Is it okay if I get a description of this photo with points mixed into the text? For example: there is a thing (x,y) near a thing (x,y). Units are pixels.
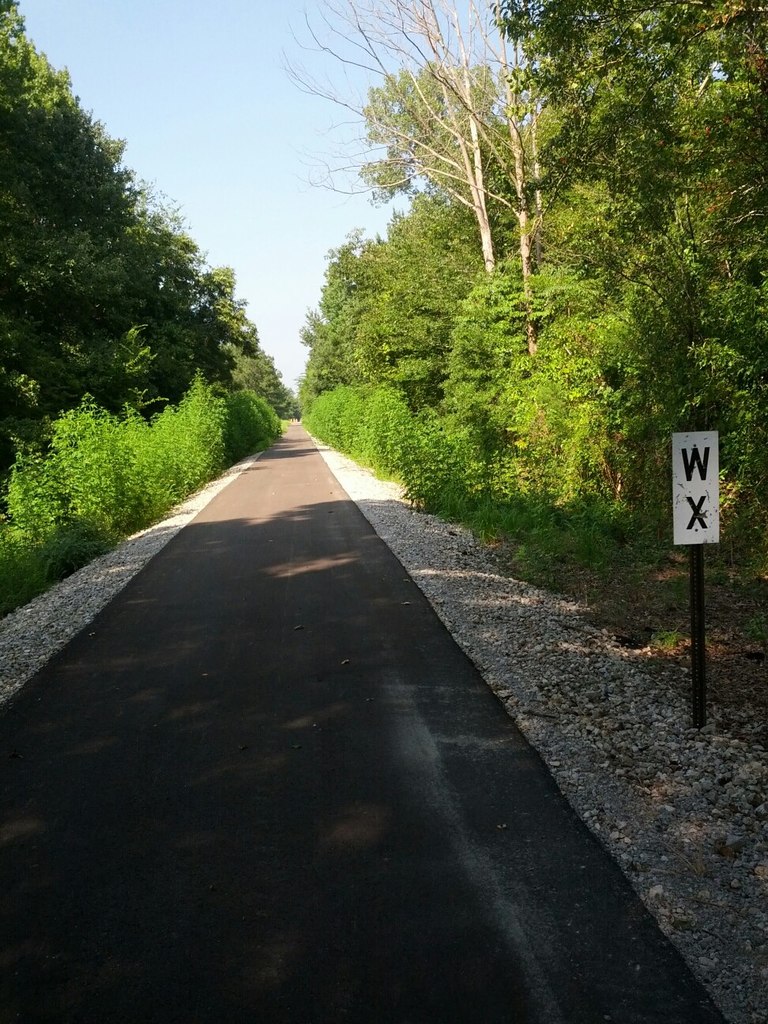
In this image, we can see a road (368,646) in between trees (497,194) and plants (49,547). There is a sign board (701,511) on the right side of the image (698,545). There is a sky (341,140) at the top of the image (250,28).
